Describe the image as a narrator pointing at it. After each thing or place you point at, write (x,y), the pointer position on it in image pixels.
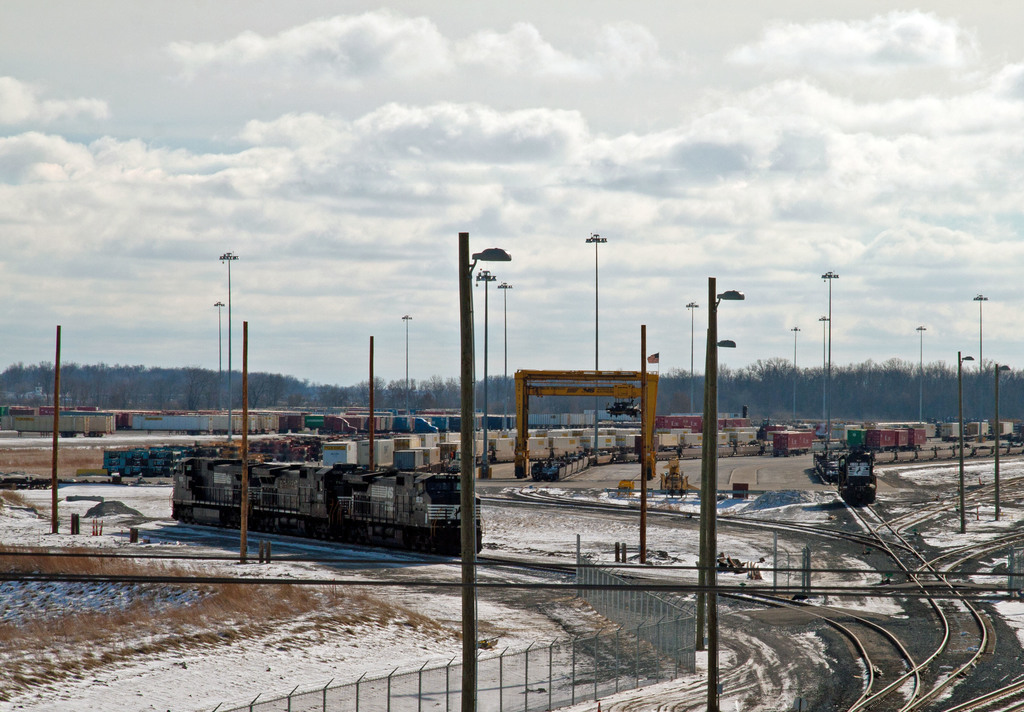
In this image, there are a few trees (784,415), poles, trains (857,466). We can see some railway tracks (898,691). We can see the ground (273,646) with some grass (275,600) and a few objects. We can also see some containers (504,449) and the arch (567,390). We can see the sky (608,46) with clouds (608,32).
